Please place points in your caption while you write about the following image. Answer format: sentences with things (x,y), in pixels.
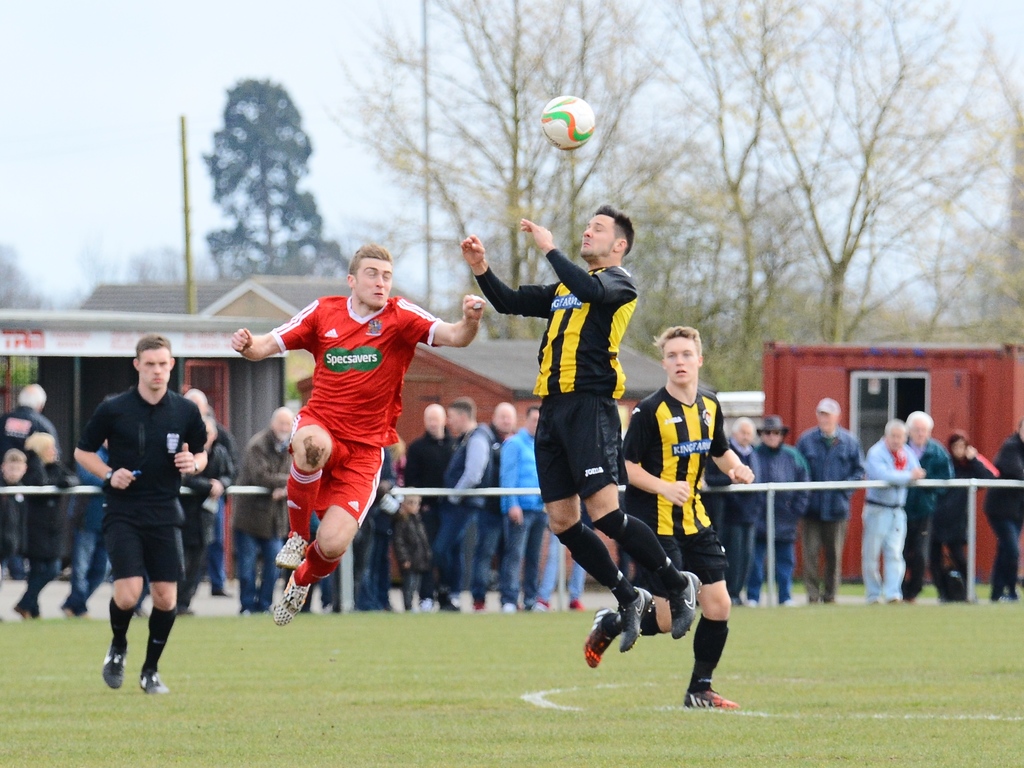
In this image we can see there are four people (469,299) playing football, behind them there are audience (996,472) standing in front of the railing (972,571) and in the background (1007,379) there are trees (466,273), poles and houses (531,360).
